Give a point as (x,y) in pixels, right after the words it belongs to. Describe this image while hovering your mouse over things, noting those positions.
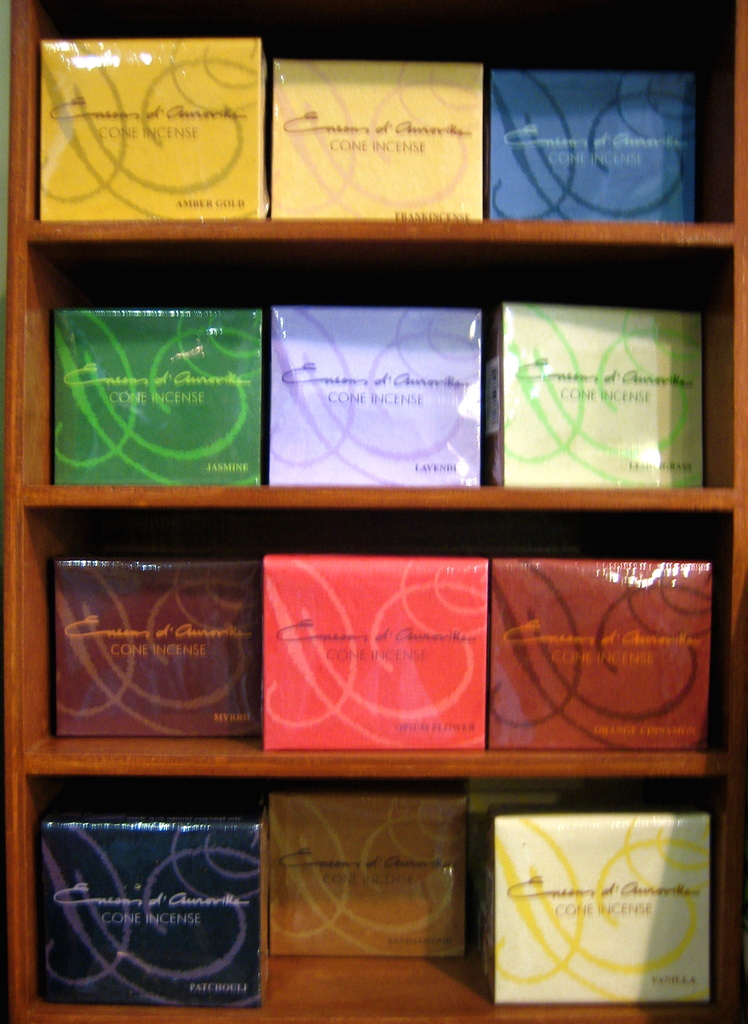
In this picture we can see a rack (447,496) here, there are some different colors of boxes (298,575) present on this rack (332,232).
